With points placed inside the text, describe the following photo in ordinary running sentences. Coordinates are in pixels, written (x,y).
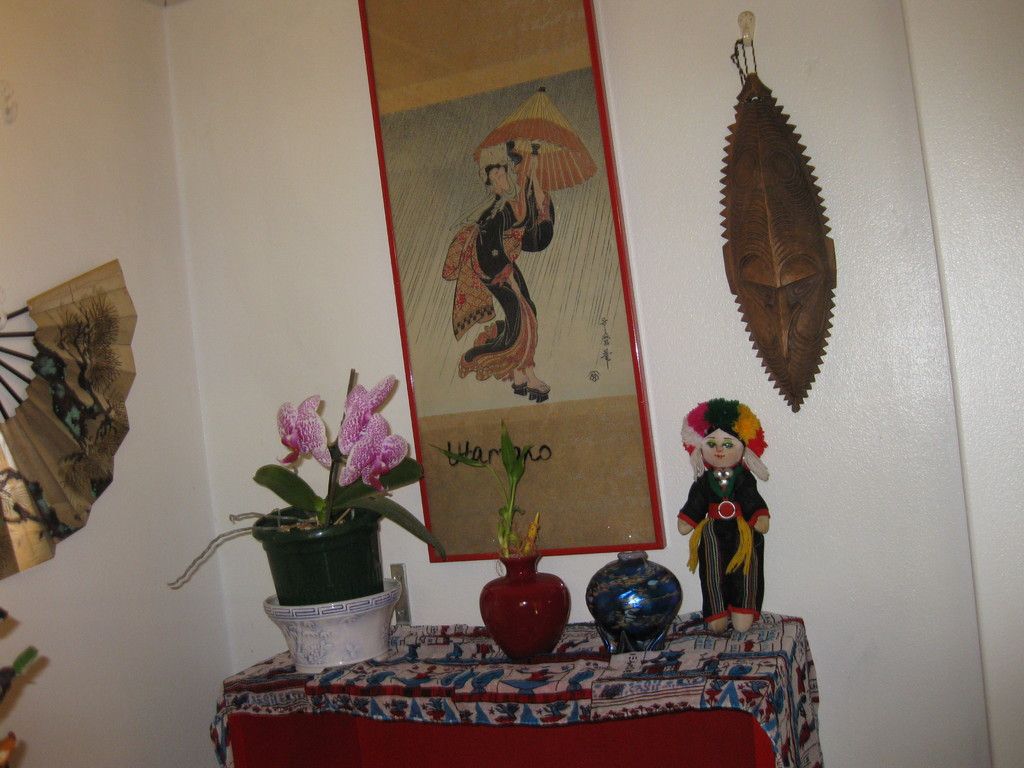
In this image, we can see a table (754,663) covered with cloth (735,679) and some objects (366,574) like a flower pot (529,558) and a doll (709,562) are placed on it. We can see the wall (820,568) with an object (749,296) and a photo frame (588,2). We can also see an object (97,422) on the left (70,494).
